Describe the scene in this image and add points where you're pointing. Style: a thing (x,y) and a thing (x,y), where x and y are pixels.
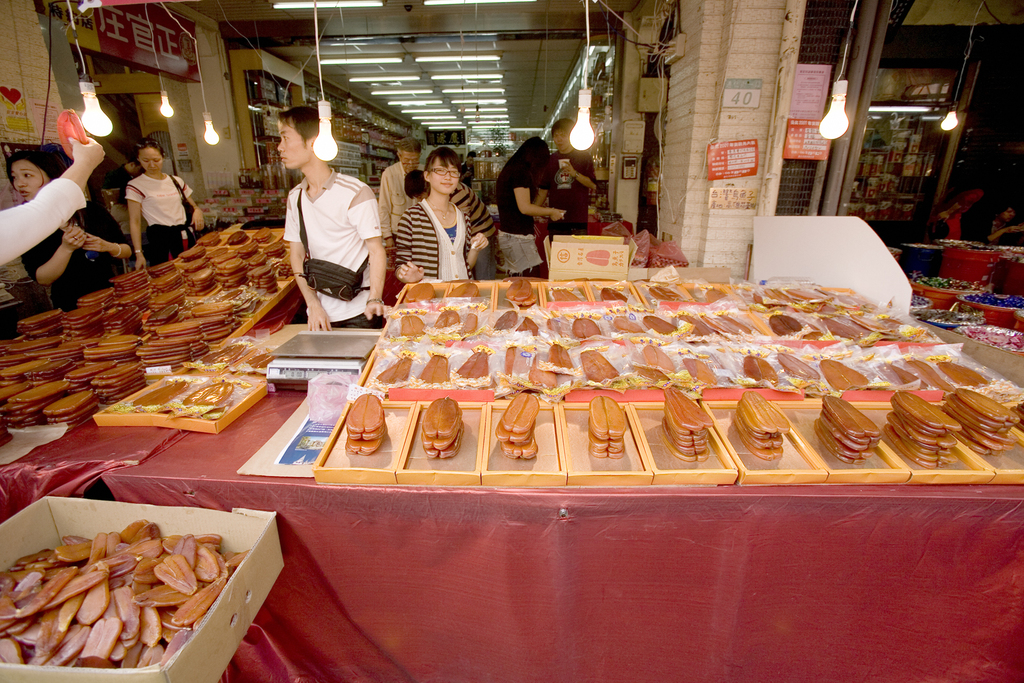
In this picture we can see some people (69,171), bags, boxes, trays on tables (213,449), posters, pipes (454,38), wall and some objects (425,426) and in the background (344,79) we can see the lights (484,55), ceiling (518,122).
